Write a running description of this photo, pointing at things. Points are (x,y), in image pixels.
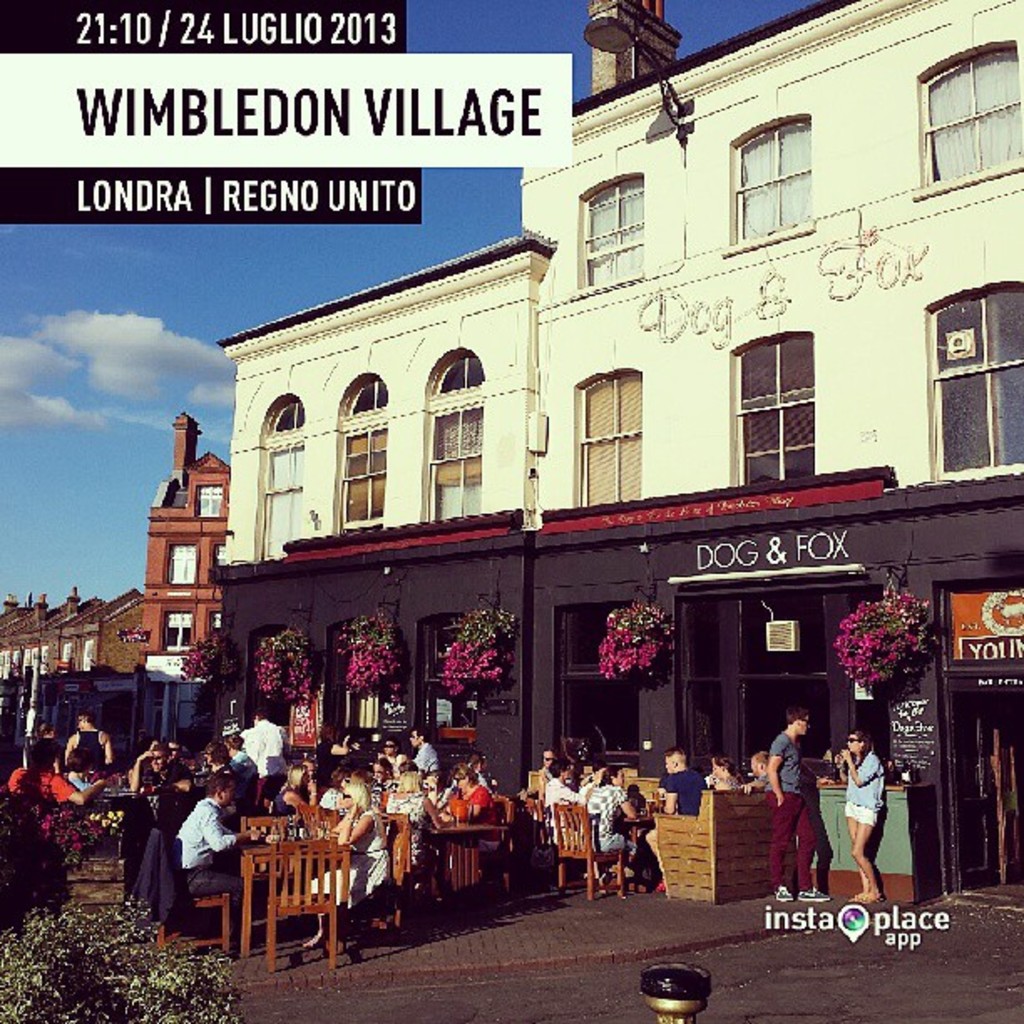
In this picture I can see there are crowd of people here and they are sitting in the chair (285,905) and they have tables (249,864) in front of him and there are some buildings (864,588), windows (718,702) and the sky (96,533) is clear.
